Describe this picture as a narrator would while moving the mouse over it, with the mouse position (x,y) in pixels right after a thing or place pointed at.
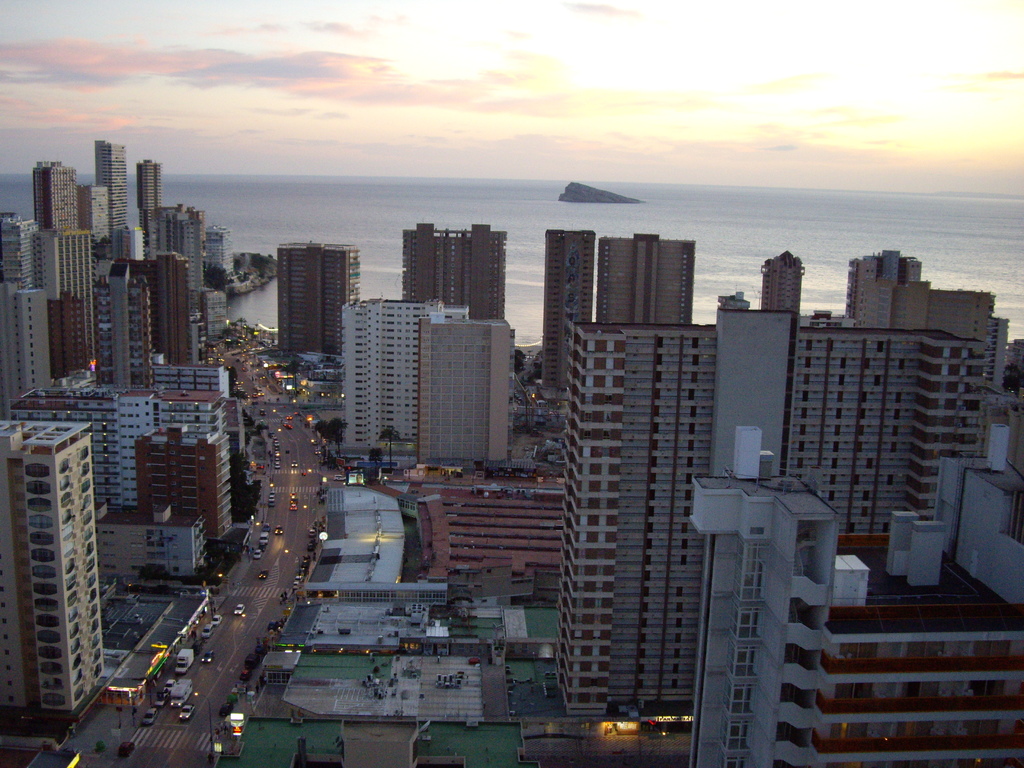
In the center of the image (637,270) there are many buildings (287,683) and there is a road (180,737), where there are many vehicles (191,714) passing on it. At the background of the image (937,234) there is water (853,241). At the top (172,135) the image there is a sky (719,115).
